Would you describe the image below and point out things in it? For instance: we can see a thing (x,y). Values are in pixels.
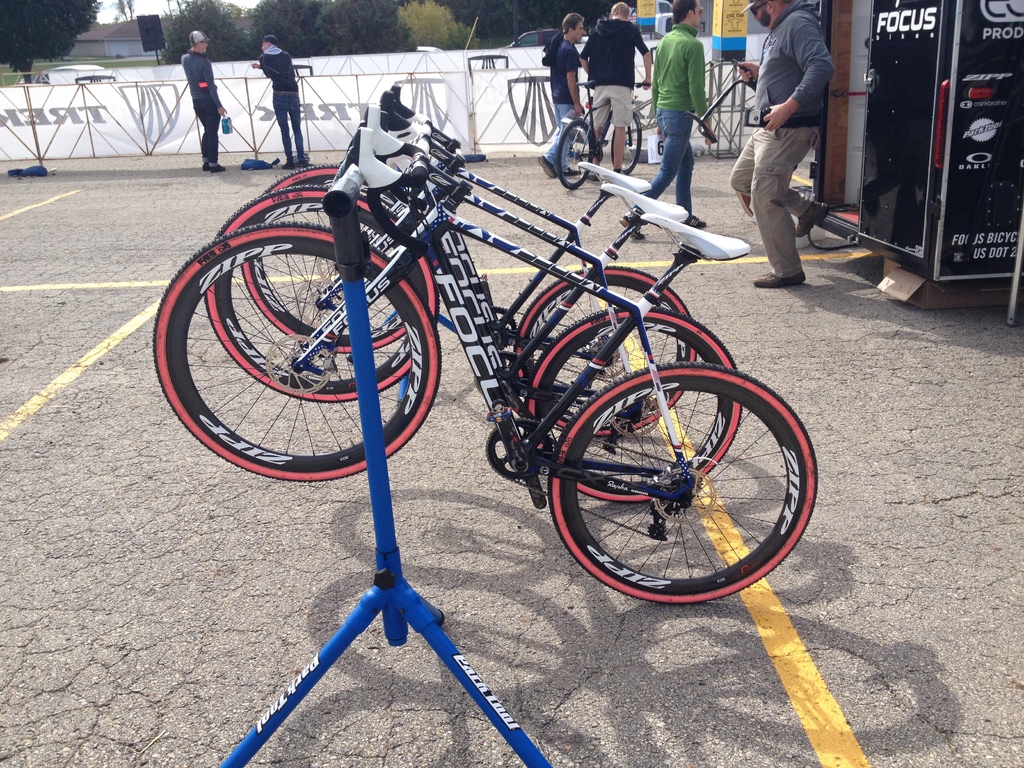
These are bicycles (386,140) on a stand (344,172). Far this persons (263,52) are standing. This person (621,132) is holding a bicycle (584,154). This is a machine (919,139). Far there are number of trees (15,36) and building (139,36).
